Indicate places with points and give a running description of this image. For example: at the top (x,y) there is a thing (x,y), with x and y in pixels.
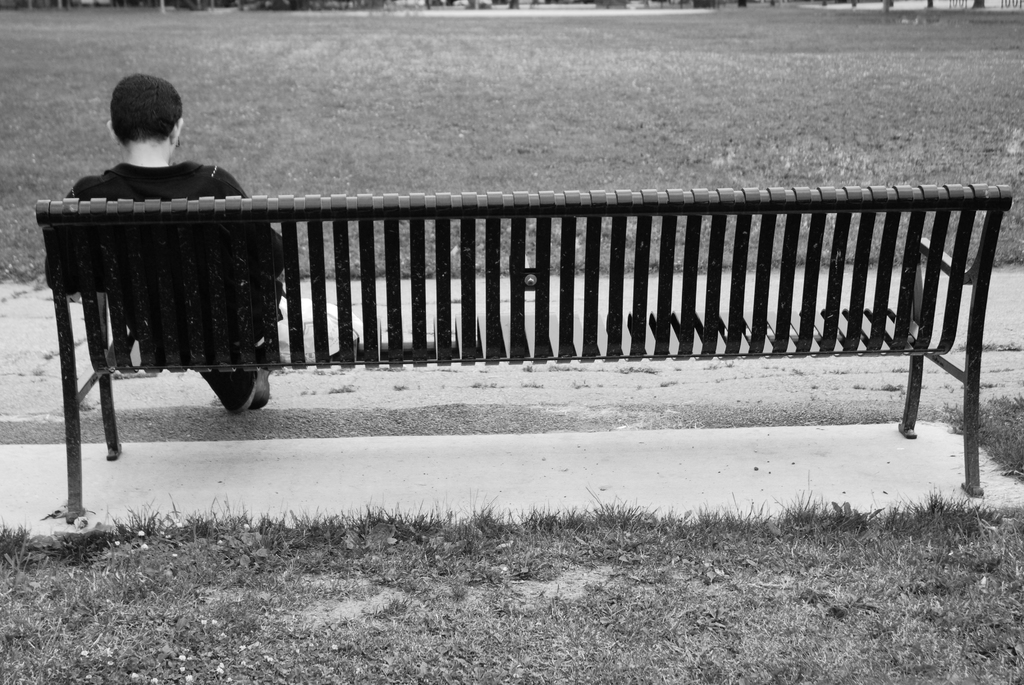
This is a black and white picture, in this picture a man (203,324) is sitting on a bench (145,213) in front of the man (150,268) there is a grass field (426,102).
